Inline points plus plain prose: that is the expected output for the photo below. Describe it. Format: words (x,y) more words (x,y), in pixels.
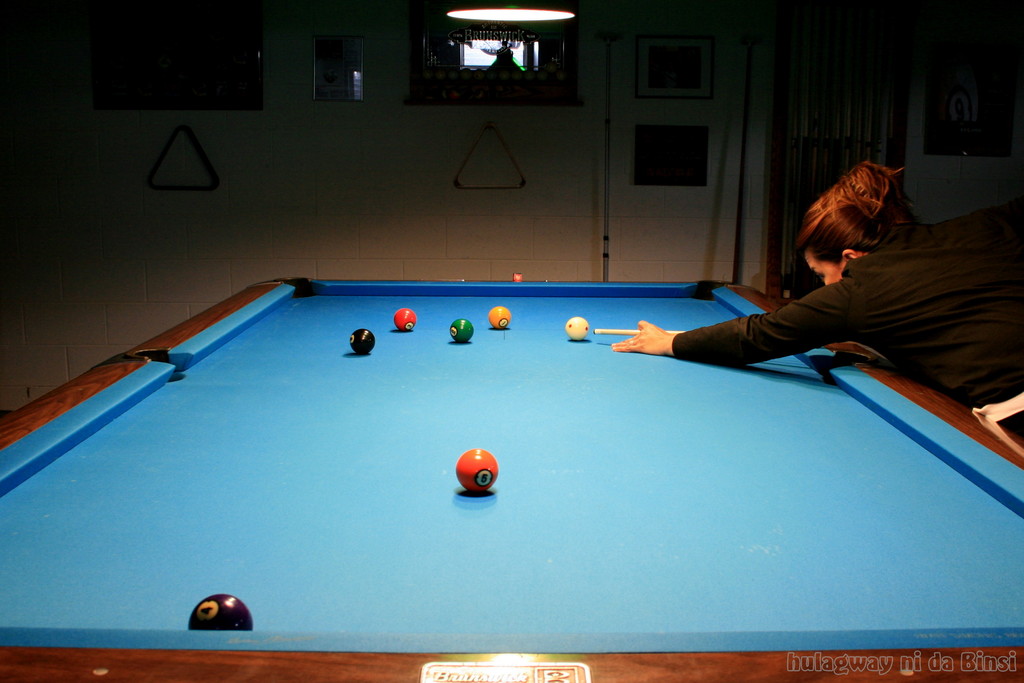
There is a snooker board (379,421) and some balls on the board (449,413) in this picture and one woman (819,308) is playing with the stick (611,331). In background (432,231) there is a wall (449,230).
